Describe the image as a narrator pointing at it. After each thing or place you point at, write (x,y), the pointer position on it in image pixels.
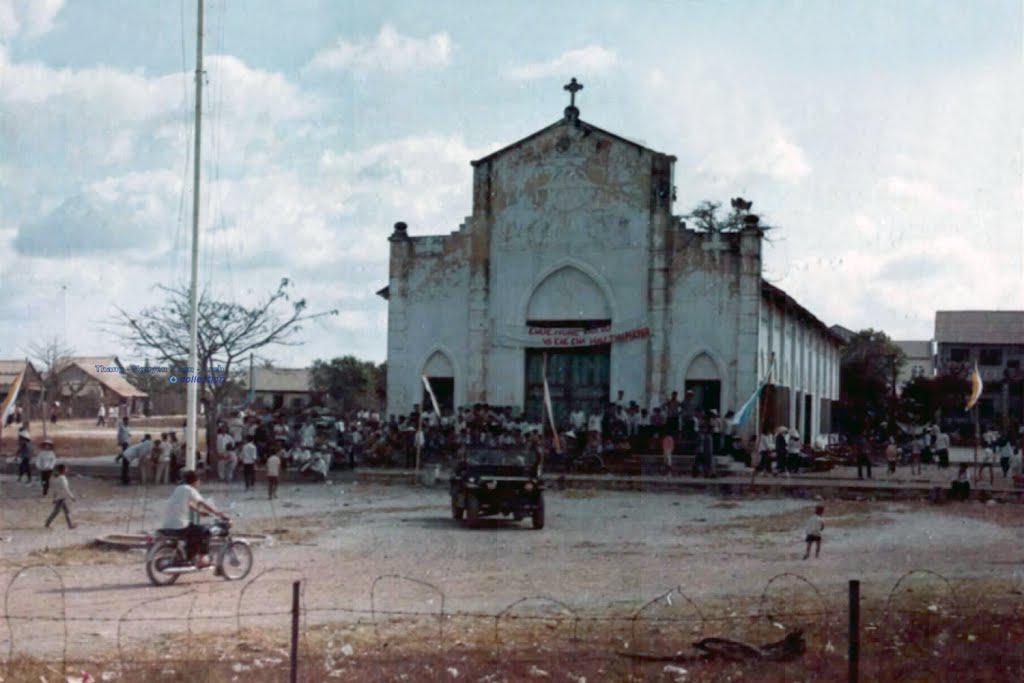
In this picture we can see a church (518,393). We can see crowd (693,419) in front of this church (410,372). We can see a person (184,522) riding on a motorcycle (230,540) and few people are walking on the path (15,428). There are few houses (271,395), trees (222,388) and poles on the left side (317,382). We can see some fencing (685,589) from left to right. We can see some houses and trees (875,372) on the right side (938,340).
